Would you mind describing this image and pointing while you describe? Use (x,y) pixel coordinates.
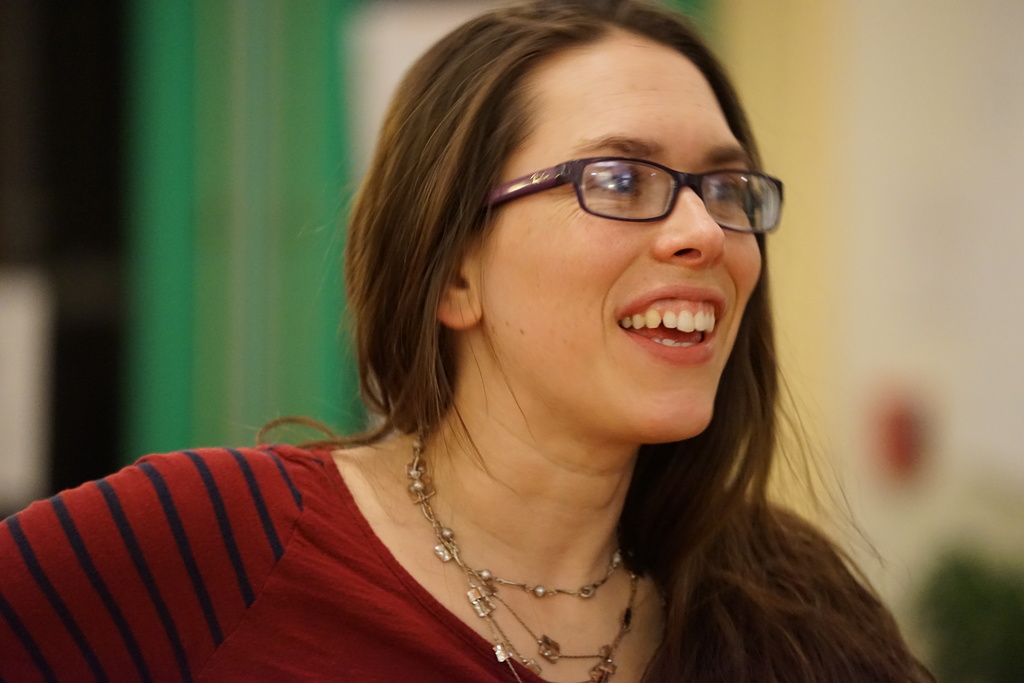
In this image there is a girl (635,366) who is smiling. The girl (624,190) is having the spectacles (669,202). The woman (371,557) is wearing the red dress (301,600) and a chain (475,577) to her neck (533,542).
